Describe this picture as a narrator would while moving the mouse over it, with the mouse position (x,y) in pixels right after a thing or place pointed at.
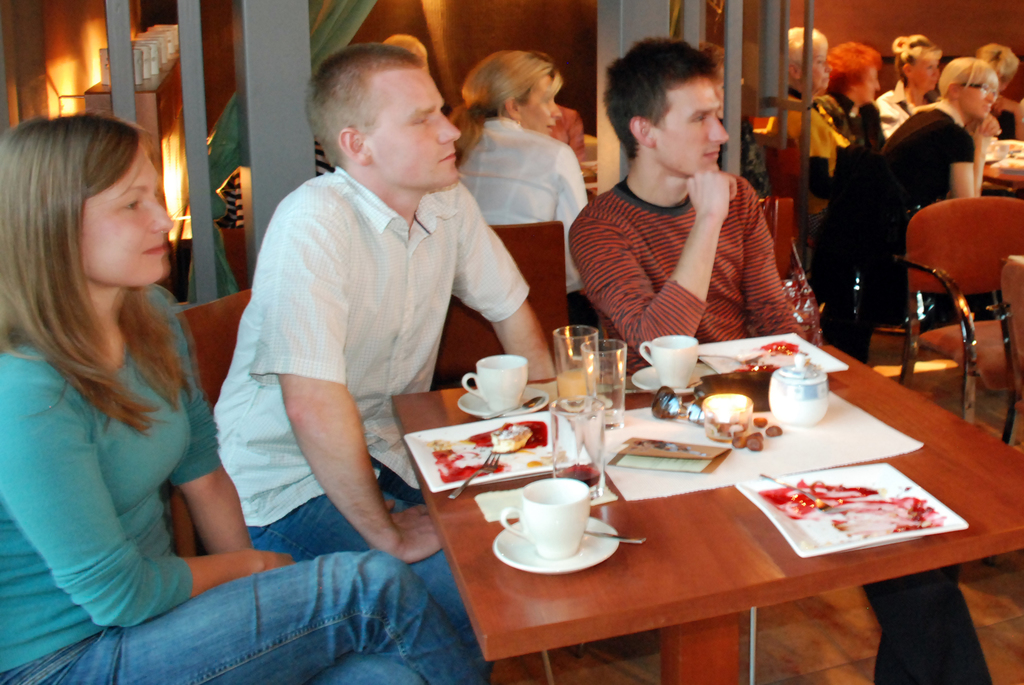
It seems to be the image is taken inside the restaurant (846,343). In this image there are group of people (631,260) who is sitting on chair (458,368) in front of table (864,580), on table (902,543) we can see a coffee cup (573,533), fork (486,471), tray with some food (529,434), glass (620,401), water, jar (811,394). cloth (841,421). In background (249,62) there are pillars (248,51) in grey color.
